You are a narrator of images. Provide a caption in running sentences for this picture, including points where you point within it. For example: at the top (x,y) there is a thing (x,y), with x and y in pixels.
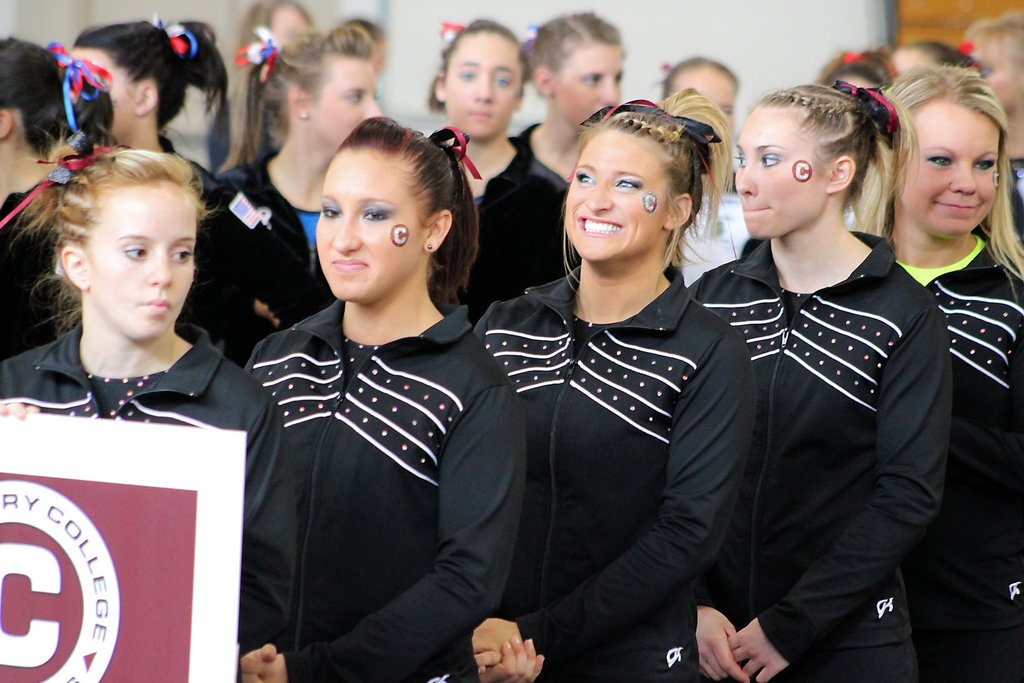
In this picture there are women (1001,325) standing, among them one woman (155,408) holding a board (149,540). In the background of the image (227,62) it is blurry.
